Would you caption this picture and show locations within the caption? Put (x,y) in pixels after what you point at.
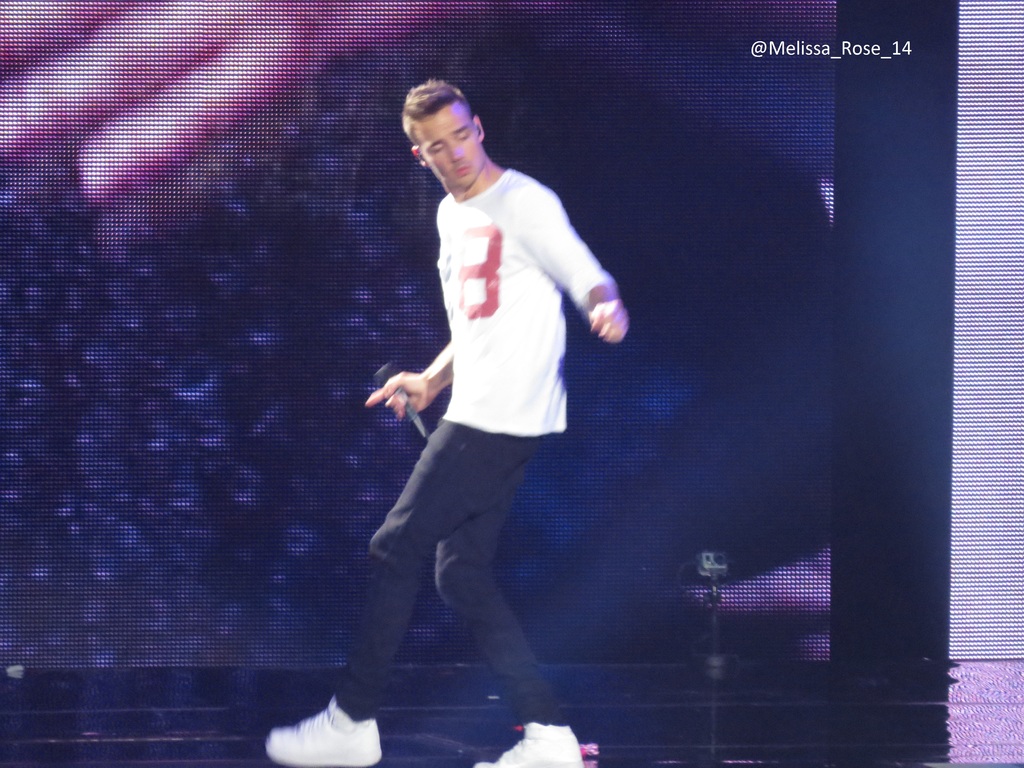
In this image I can see a person (447,421) is holding a mic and wearing black and white color dress (485,363). Back I can see a colorful screen (594,463).
